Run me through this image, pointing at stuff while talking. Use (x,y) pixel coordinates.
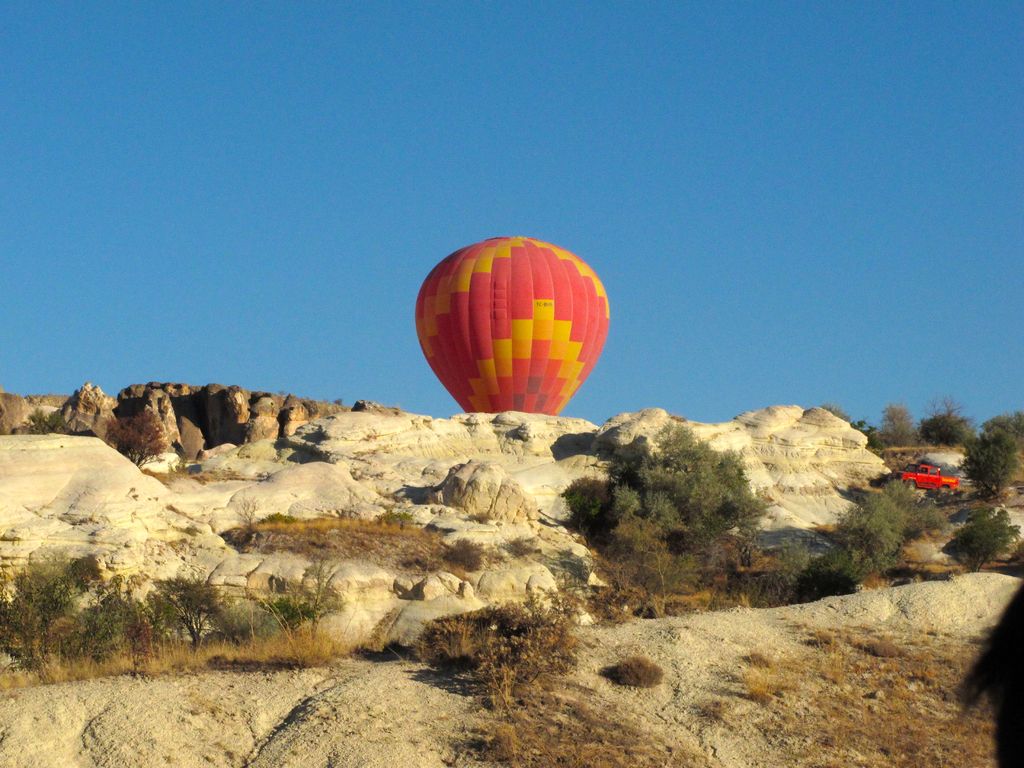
In the center of the image (602,355) we can see a hot air balloon (590,341). To the right side of the image (918,484) we can see a vehicle (924,471) parked on the ground (949,494), a group of trees (916,504), hill (68,556). In the background (795,137), we can see the sky (627,124).
